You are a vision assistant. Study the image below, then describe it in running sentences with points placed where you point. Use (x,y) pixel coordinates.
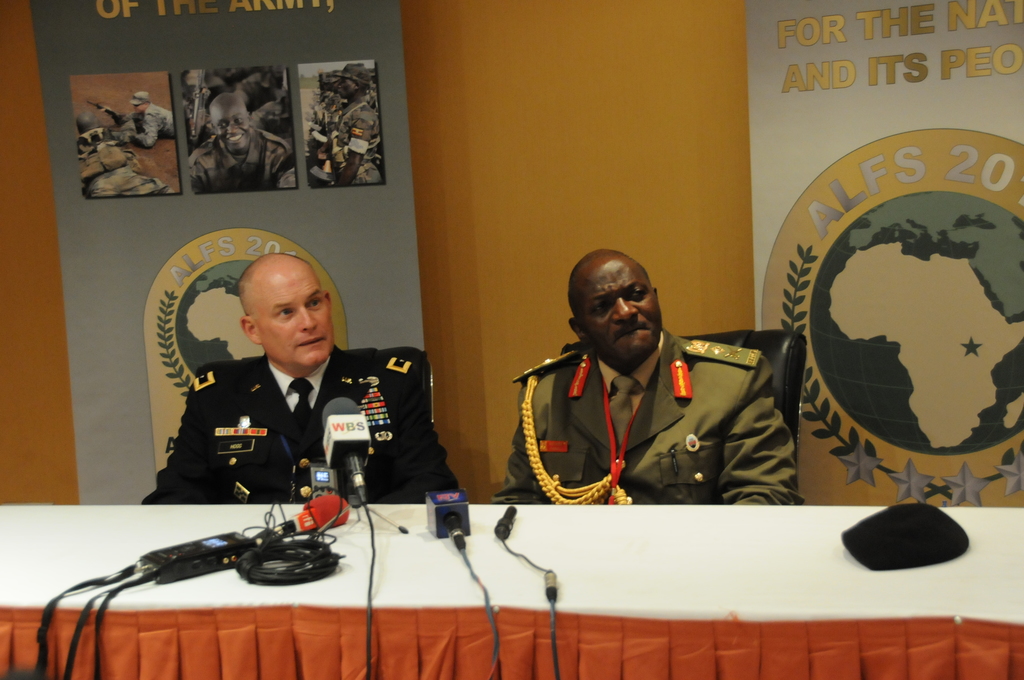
In the picture, there are two officers (525,404) sitting in front of a table (538,557) and they are being interviewed there are some mics (473,569) kept in front of the officers (668,412) and behind them there are big banners (277,123) with some photos (352,112).
